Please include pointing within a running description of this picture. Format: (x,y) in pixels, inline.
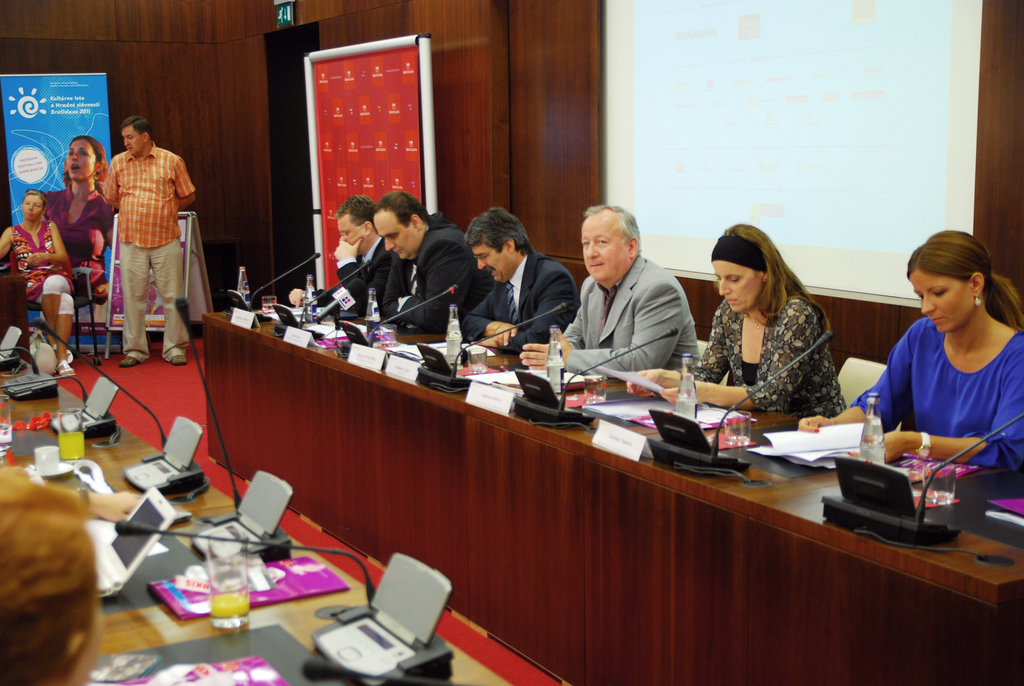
In this image I can see people (367,216) where one is standing and rest all are sitting on chairs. I can also see number of mics (32,390), number of bottles (878,411), number of papers (491,385), boards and few other things (423,667) on these desks (477,489). In the background (628,18) I can see few boards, a projector's screen (616,45) and on this boards (62,225) I can see something is written.
